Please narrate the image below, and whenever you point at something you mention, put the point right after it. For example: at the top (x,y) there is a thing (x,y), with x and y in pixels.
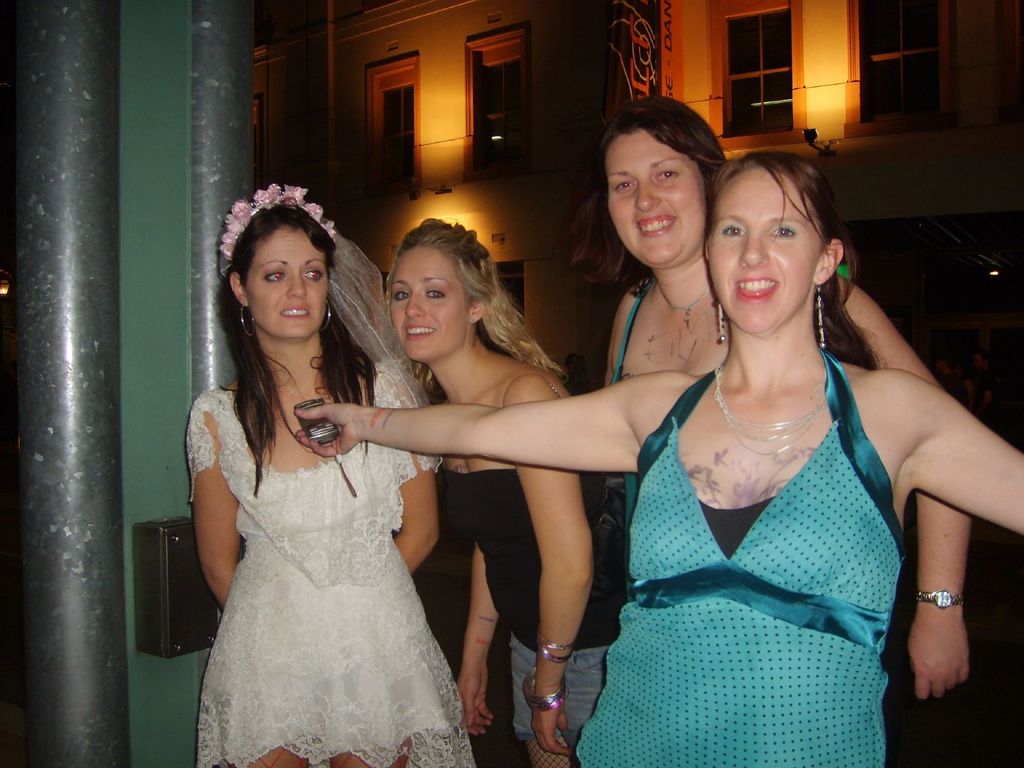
In this image four girls (742,501) are there. Three (742,501) are smiling. In the right (756,539) the girl (692,605) is wearing blue top (775,659). In the left (291,525) the girl (296,540) is wearing white frock (310,589). In the background (555,83) there is building (511,91).
